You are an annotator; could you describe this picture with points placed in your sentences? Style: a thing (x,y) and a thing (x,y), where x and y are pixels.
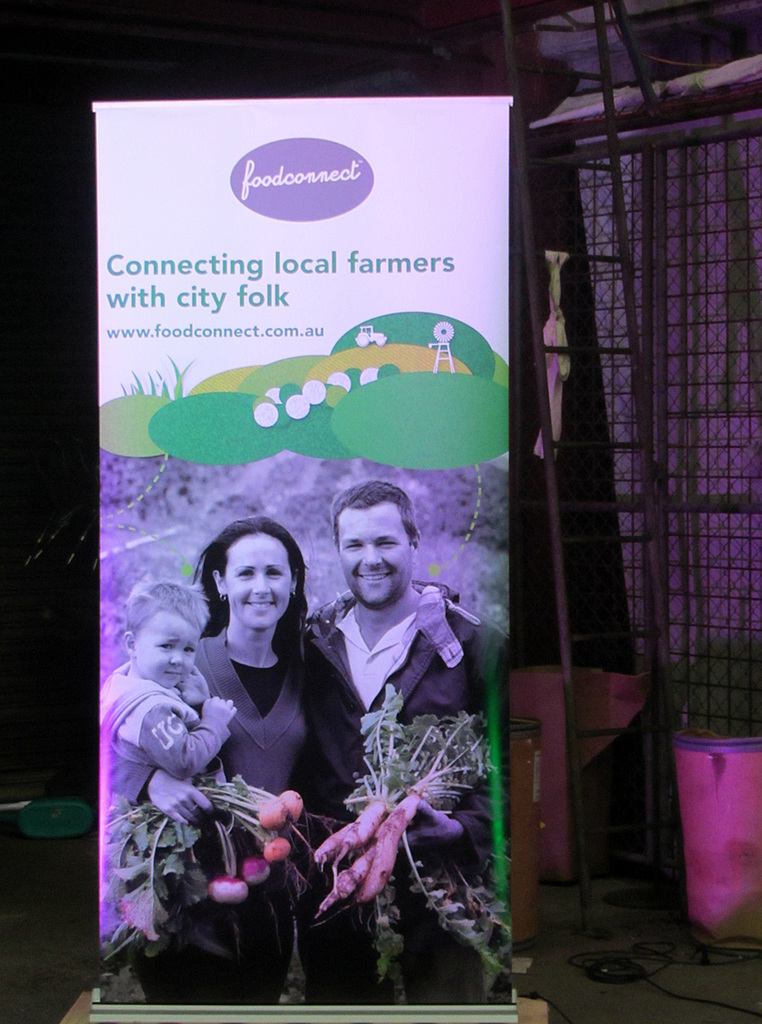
In the picture we can see banner (292,702) with an image of man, woman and a woman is holding a baby (169,610) and some vegetables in her hand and they are smiling and at the top of them, we can see mentioned as connecting local farmers with city folks and beside the banner (184,337) we can see a part of the ladder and a gate (685,198).
